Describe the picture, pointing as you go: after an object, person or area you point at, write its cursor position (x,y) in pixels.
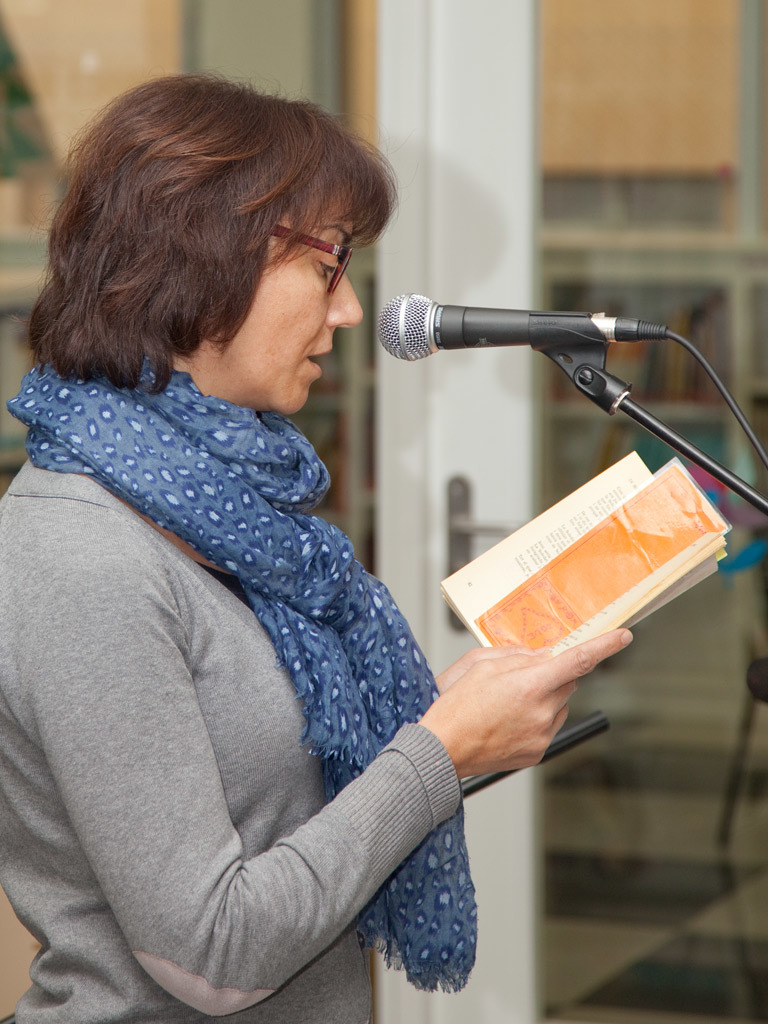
Here we can see a woman (244,603) standing by holding a book (446,597) in her hand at the mike (471,341). In the background (47,174) there is a glass (353,38) and we can see some objects (739,451) over here.
